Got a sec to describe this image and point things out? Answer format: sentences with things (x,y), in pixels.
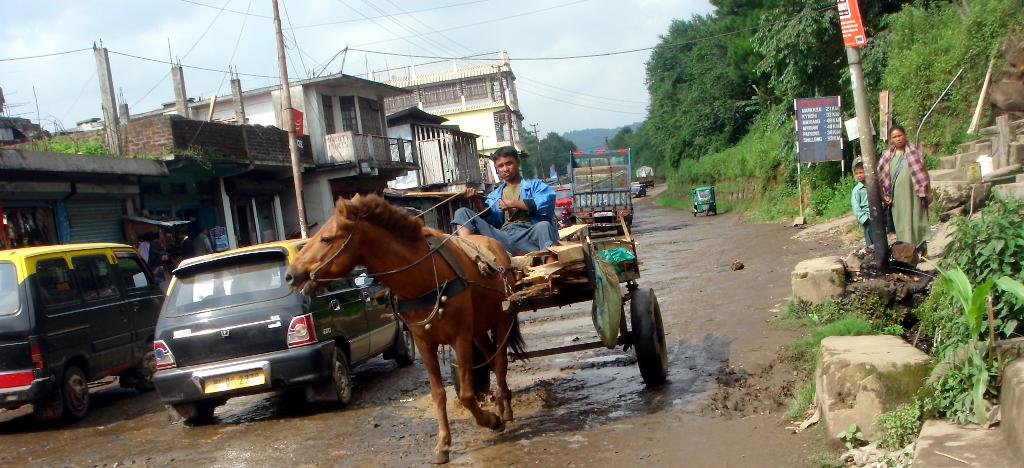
A man (514,236) is riding on a horse cart (522,297) and there are objects (555,272) on it and we can see few vehicles (277,292) are moving on the road (473,437). In the background (438,159) there are buildings (410,159), electric poles (878,194), wires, stores (36,212) and other objects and we can also see a board (800,122) and two persons (910,186) on the right side (886,171) and there are trees (707,75), plants (999,263) and clouds (524,39) in the sky (54,60).
